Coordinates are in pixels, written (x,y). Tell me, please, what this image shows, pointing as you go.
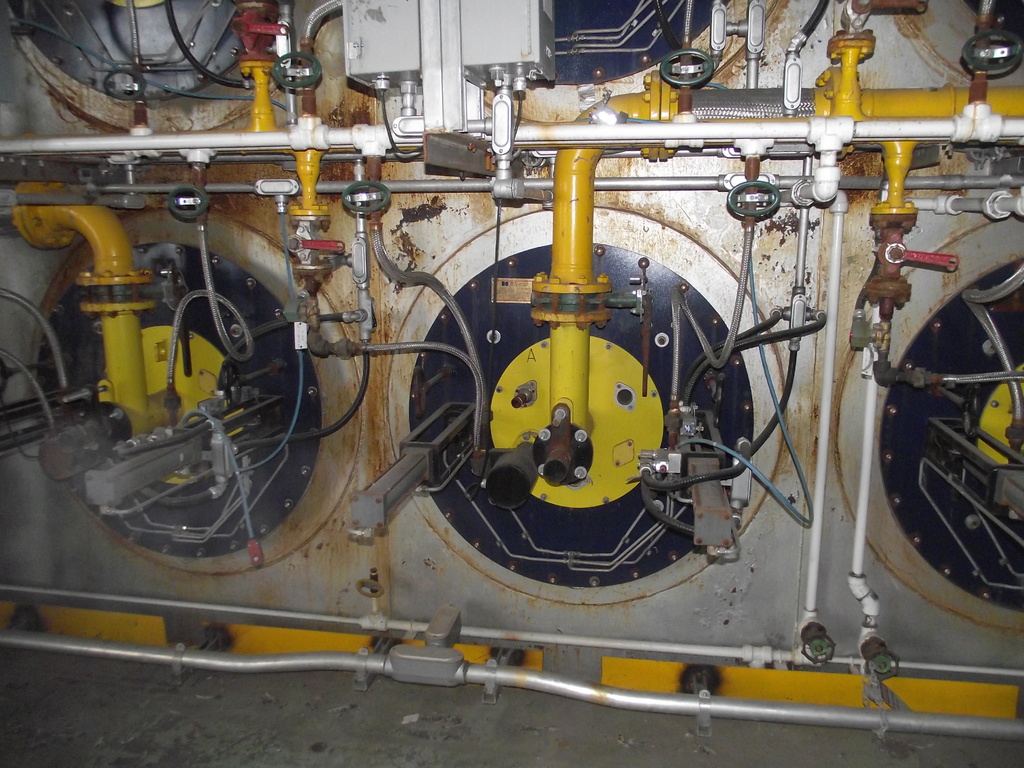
In this image I can see a huge machinery equipment (580,419) which is black, brown and ash in color. I can see few pipes (585,168) which are yellow in color, few other pipes (919,131) which are white in color, few wires (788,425) and few other objects (716,437).
